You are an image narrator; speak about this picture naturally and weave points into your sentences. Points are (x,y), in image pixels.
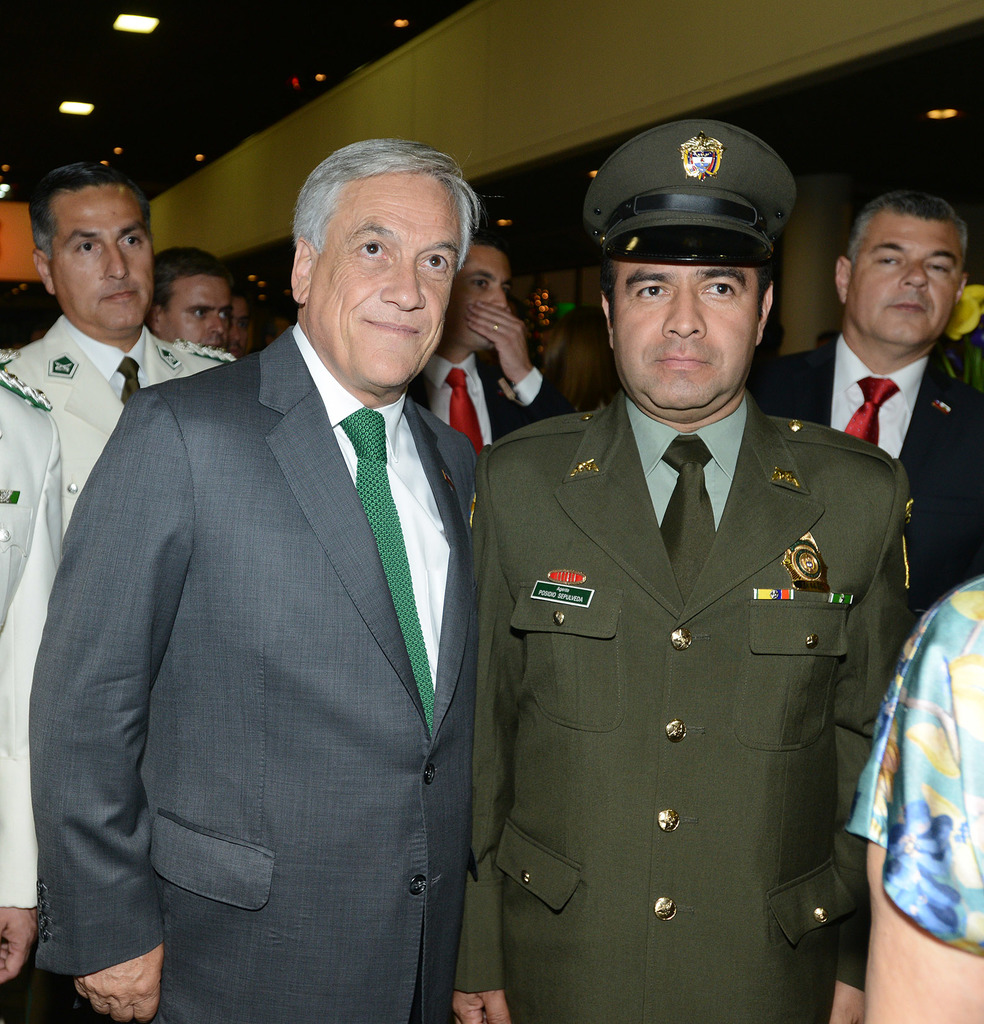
In this image there are group of people (308,565) standing with blazers (61,340) and ties (704,458), and in the background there are lights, pillar (824,320).
